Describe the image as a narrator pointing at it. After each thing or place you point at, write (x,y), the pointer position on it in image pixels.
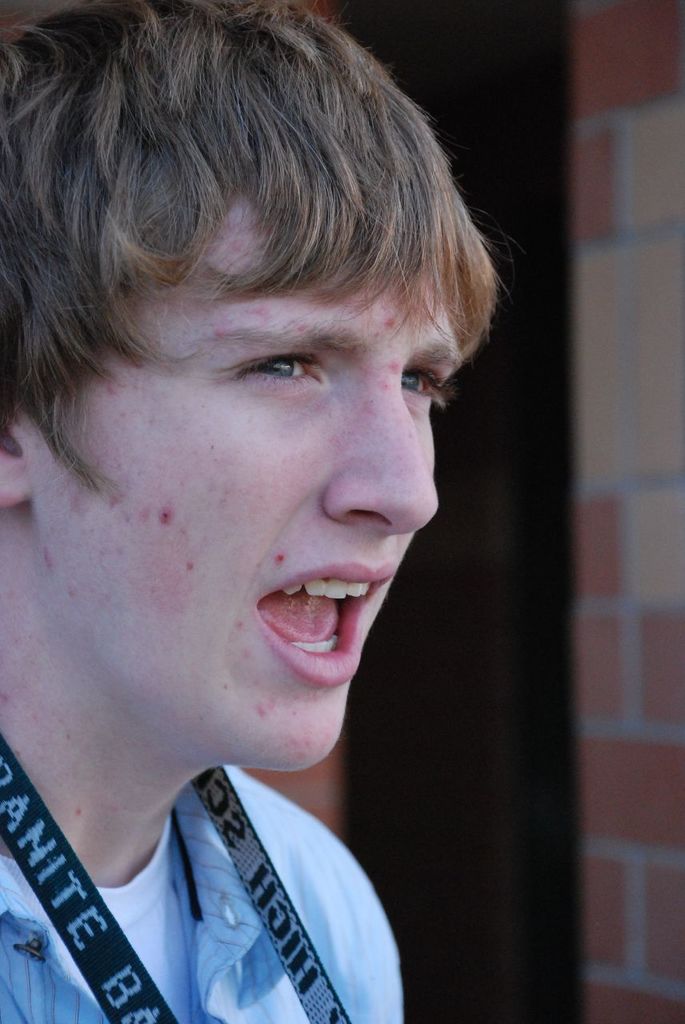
In the picture we can see a boy (1,1013) with blue shirt (185,829) and a tag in his neck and opening his mouth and beside him we can see a wall (671,964) with tiles (622,985) to it.
